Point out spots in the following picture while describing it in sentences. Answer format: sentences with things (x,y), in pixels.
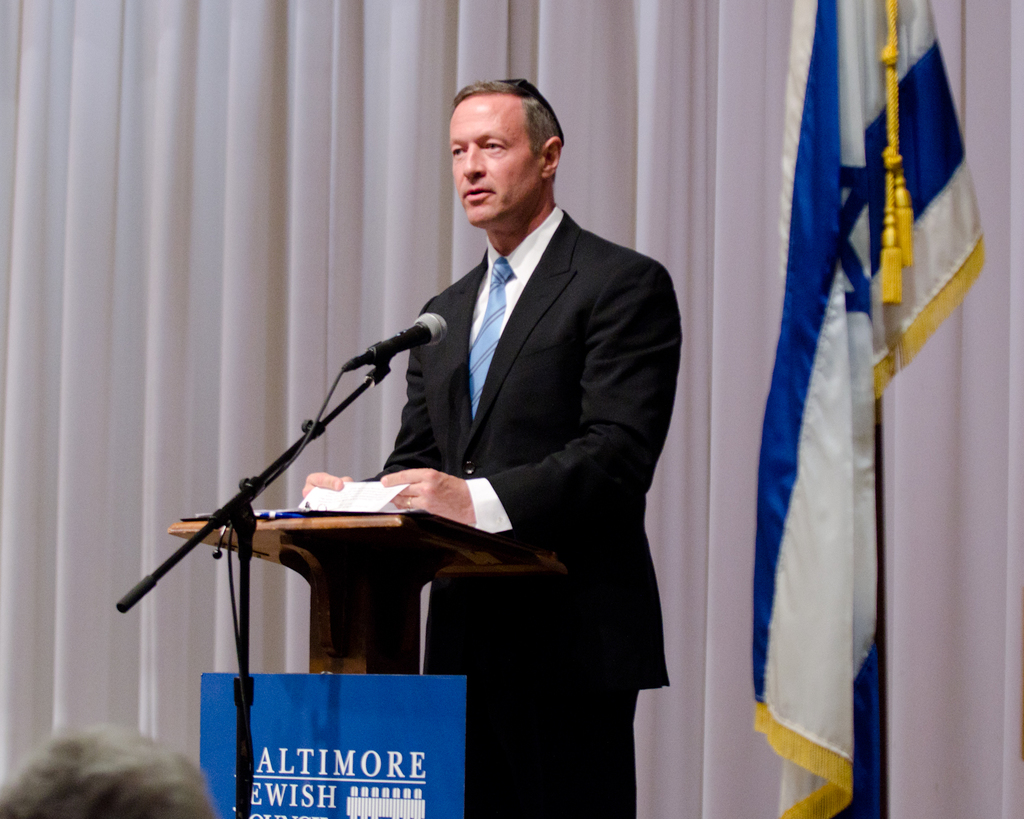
There is a man (540,396) standing and holding a paper (399,493), in front of this man (484,519) we can see board (349,682) attached on the podium (351,641) and microphone (404,334) with stand (239,779), behind this man (522,427) we can see curtains (715,231), beside this man (560,433) we can see flag (841,427). In the bottom left side of the image (70,760) we can see person head (58,777).
